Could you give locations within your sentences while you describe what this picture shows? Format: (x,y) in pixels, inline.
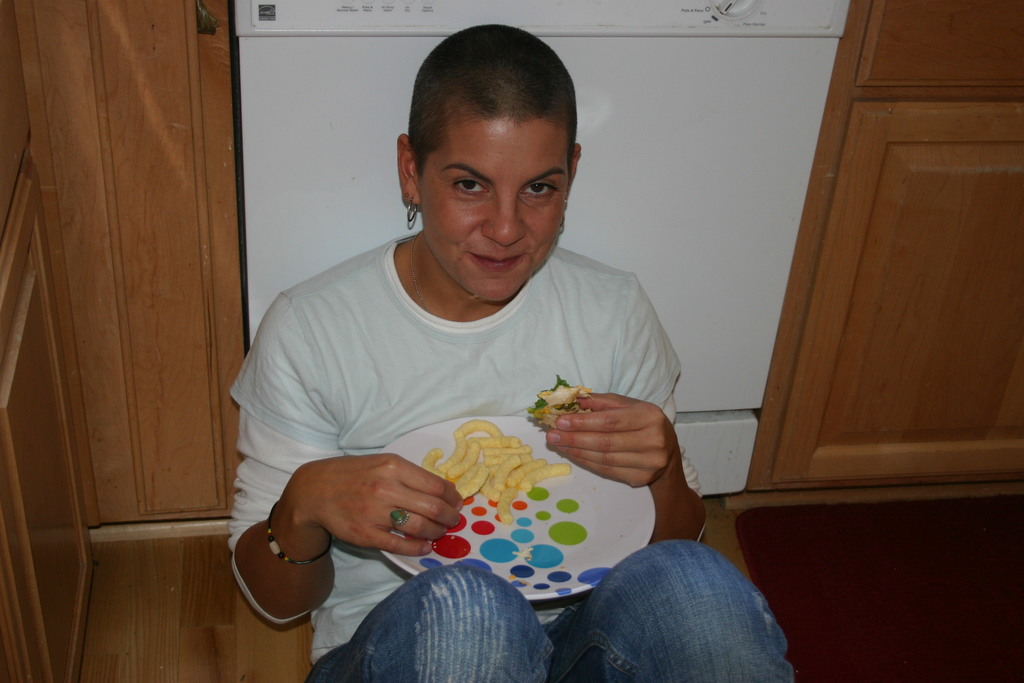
In this image I can see a person (356,400) wearing white and blue colored dress (355,397) is sitting on the floor (231,583) and holding a plate (511,533) and food item (541,422) in hands (578,450). In the background (662,199) I can see a dishwasher (687,174) and few wooden cupboards (836,208).
